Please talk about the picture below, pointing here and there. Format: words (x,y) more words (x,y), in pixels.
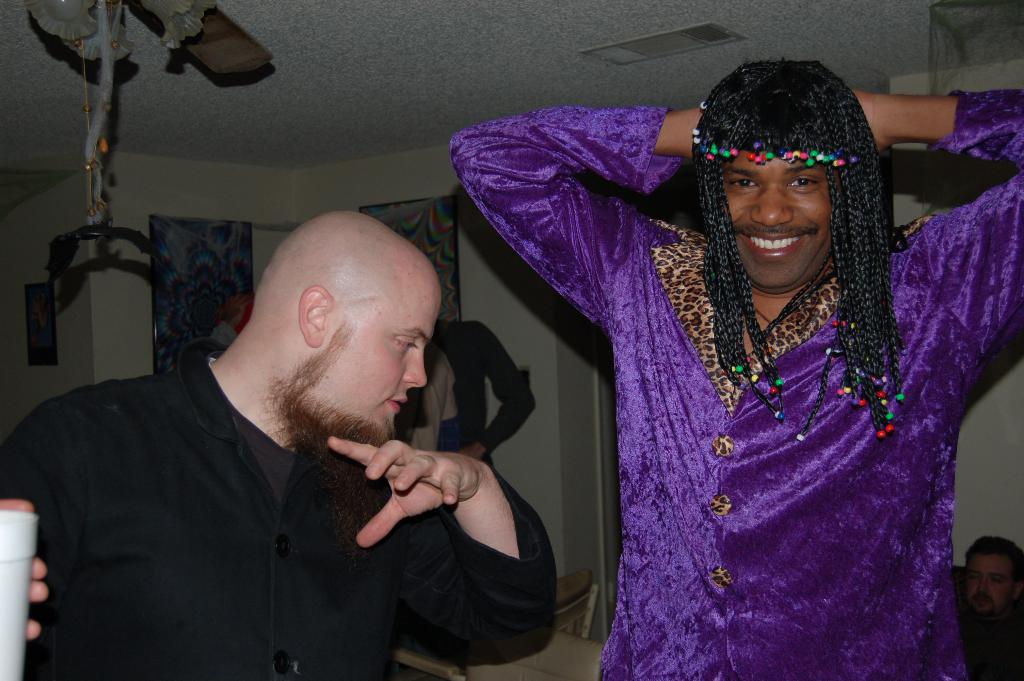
In this image we can see the people (973,213). In the background (159,234) we can see some frames (173,237) attached to the wall (591,338). At the top (363,34) we can see the ceiling (536,36), fan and we can also see an object (106,114) hangs from the ceiling (388,41). On the left (34,596) we can see a person (26,505) holding the white color glass (23,583).
